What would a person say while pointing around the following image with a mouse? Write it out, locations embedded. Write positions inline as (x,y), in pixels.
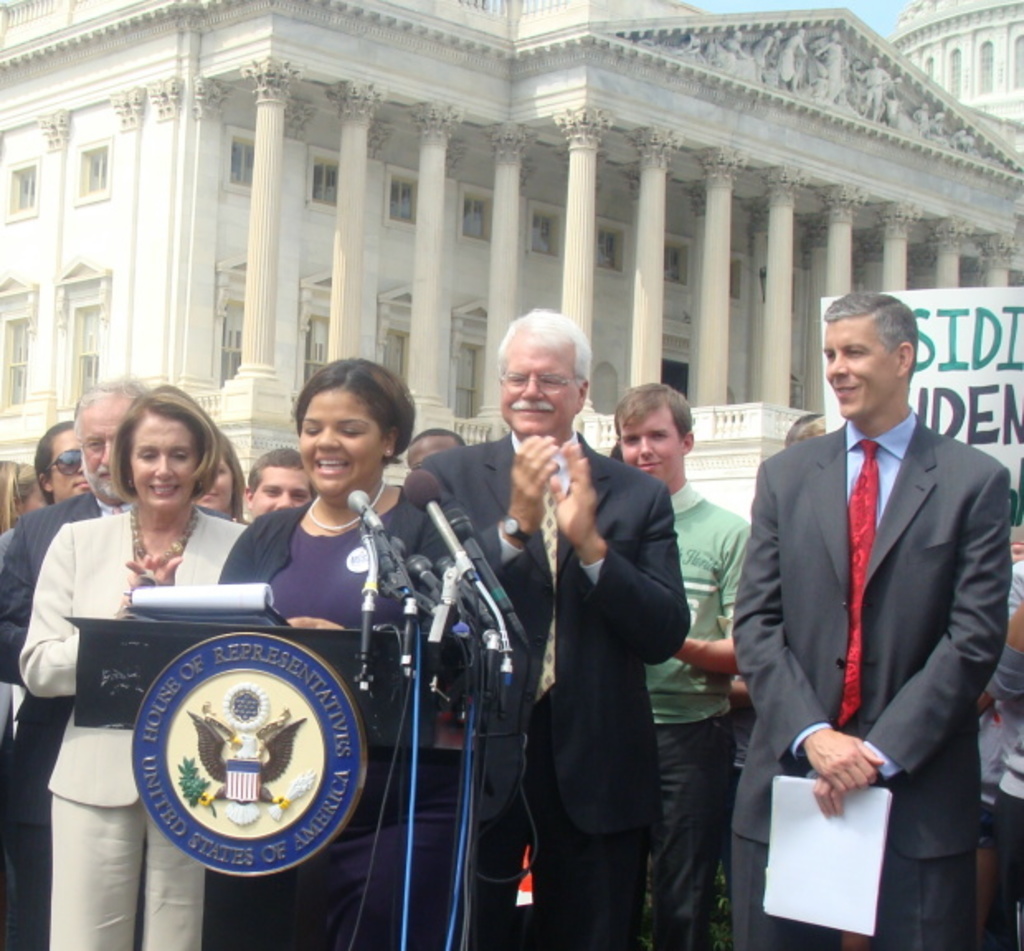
In this image we can see some people (624,510) standing and there is a woman (359,484) standing and talking in front of the podium (387,655) and mike's (417,565). In the background (389,217) we can see the building (862,120).
